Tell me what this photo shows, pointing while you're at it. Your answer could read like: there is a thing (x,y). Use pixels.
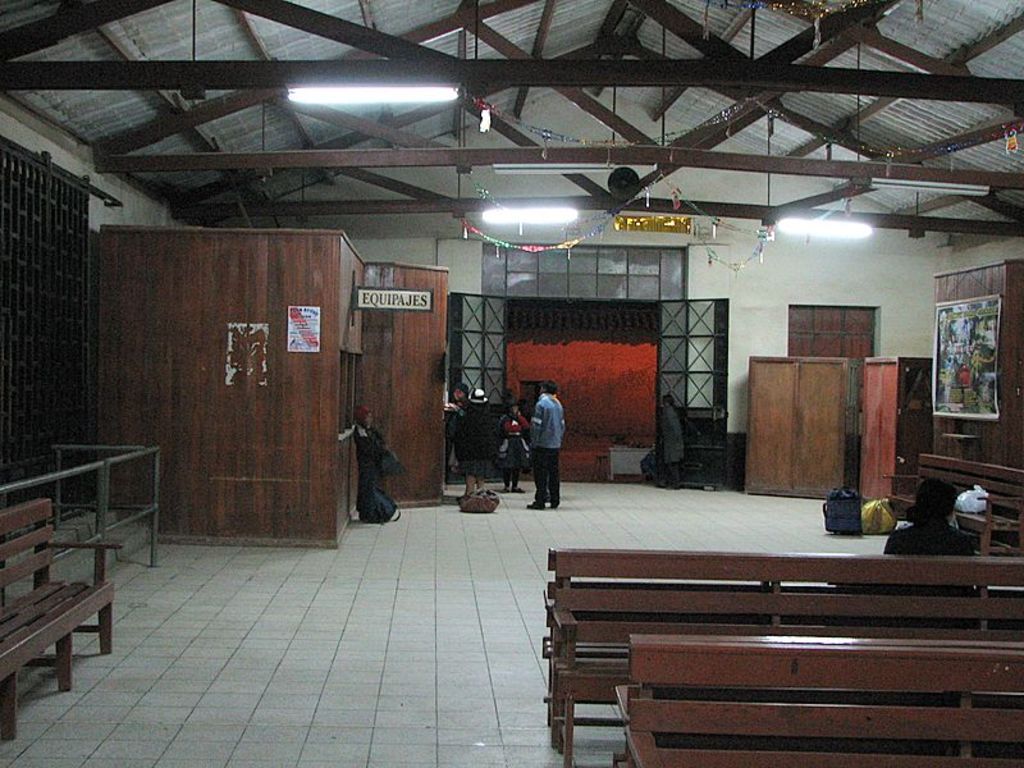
There are few people (472,488) standing. I can see the luggage bags (839,515), which are placed on the floor (737,514). These are the wooden wardrobes (790,407). I think this is a door (710,447). This looks like a room (344,379). This is a board (383,300), which is attached to a room (353,300). These are the wooden benches (573,591). Here is a person (943,534) sitting. I can see a poster (962,386), which is attached to the wooden object (1011,337). These are the tube lights (520,206) and the iron pillars (677,150) at the top (588,157).
